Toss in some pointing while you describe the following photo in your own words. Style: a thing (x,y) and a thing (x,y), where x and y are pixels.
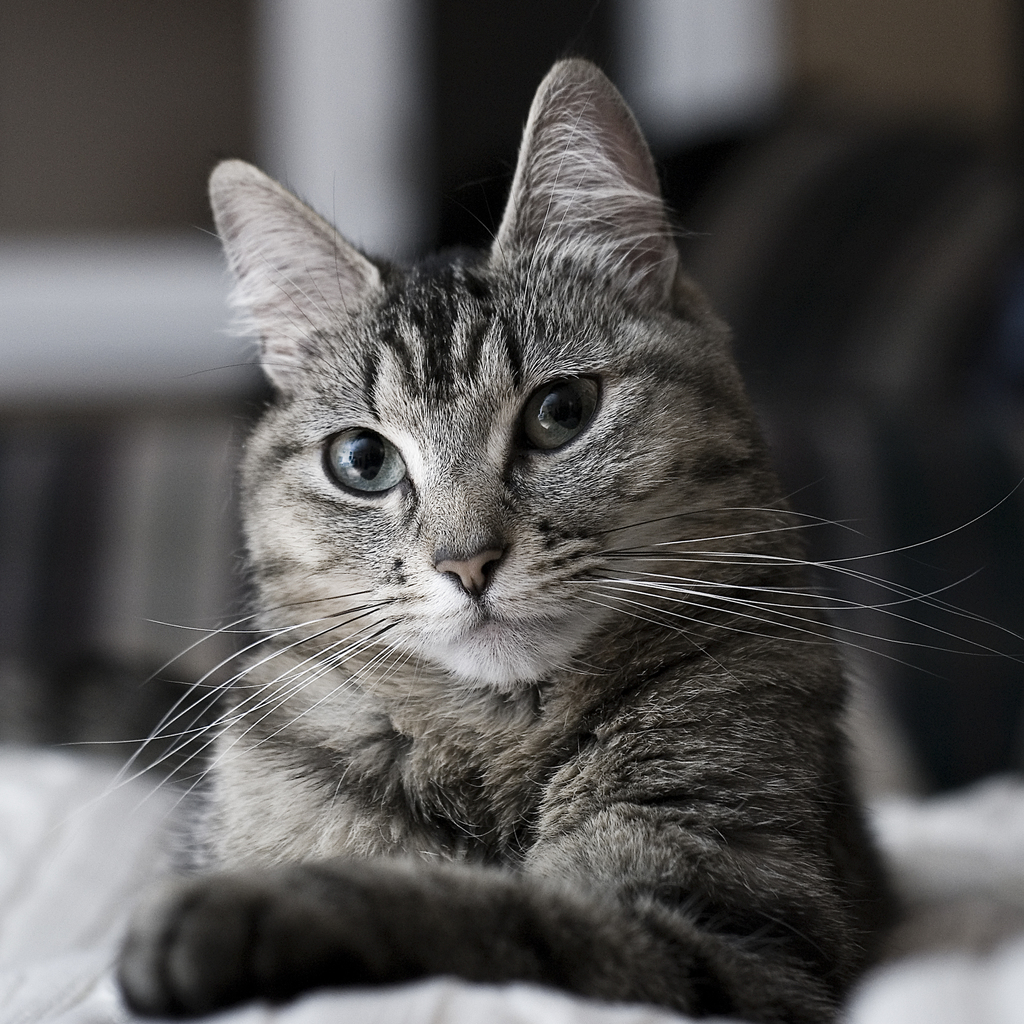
In this image I can see the cat (679,631) in black and white. Background (540,17) is blurred.
